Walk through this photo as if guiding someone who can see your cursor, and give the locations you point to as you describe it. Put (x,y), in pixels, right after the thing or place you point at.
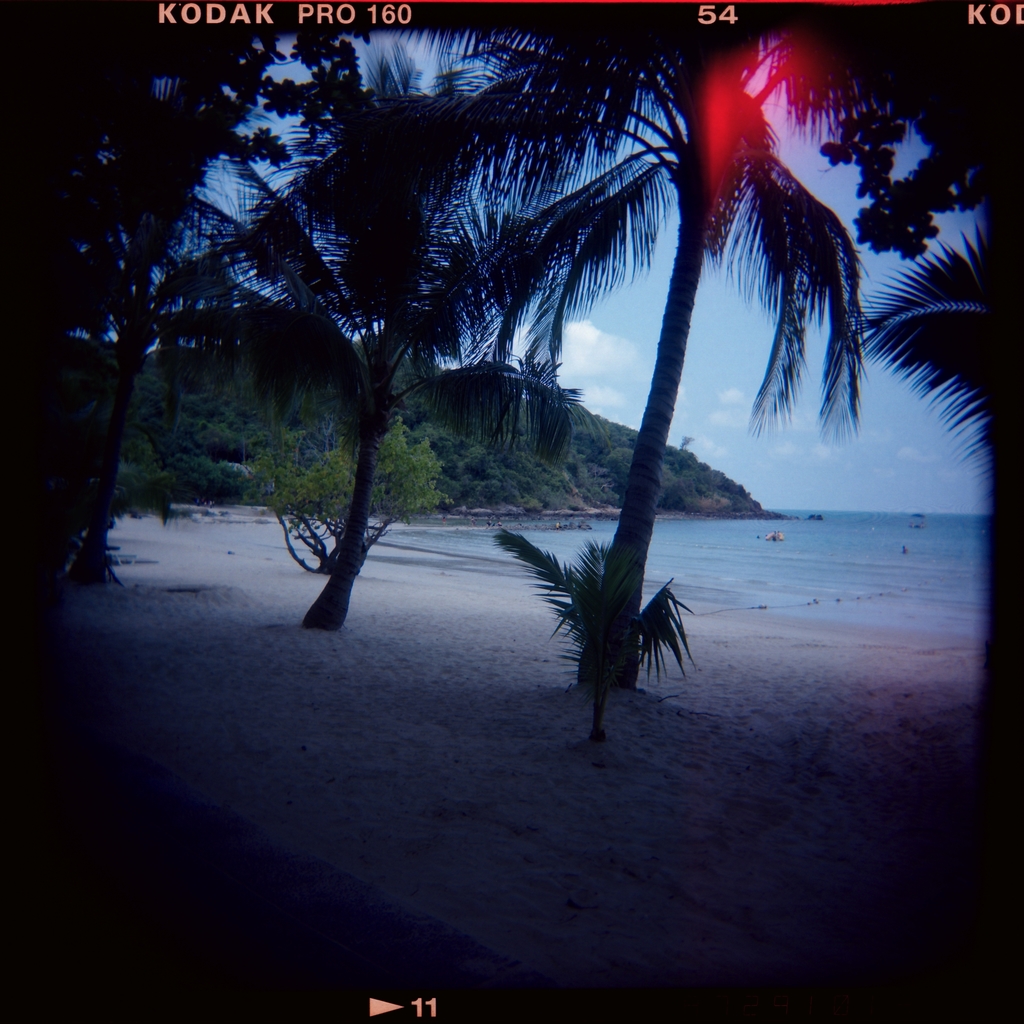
These are the coconut trees (637,228), near the beach (699,638), in the right side (822,553) this is water (890,544).
